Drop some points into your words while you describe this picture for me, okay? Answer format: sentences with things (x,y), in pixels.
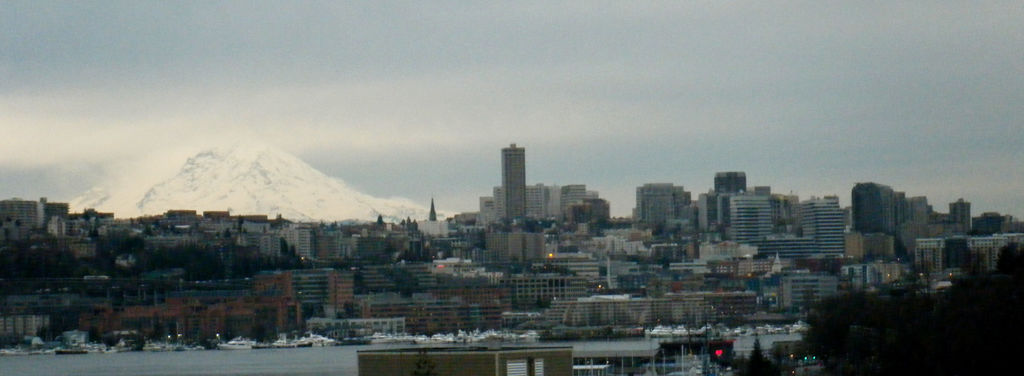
In this image in the center (537,244) there are some buildings (971,255), trees (90,264) and skyscrapers (921,236). At the bottom (858,292) there are some trees (844,321) and river (299,354), in that river (101,362) there are some boats (738,331) and in the background (254,156) there are some mountains (274,161). On the top of the image (468,58) there is sky (764,74).
